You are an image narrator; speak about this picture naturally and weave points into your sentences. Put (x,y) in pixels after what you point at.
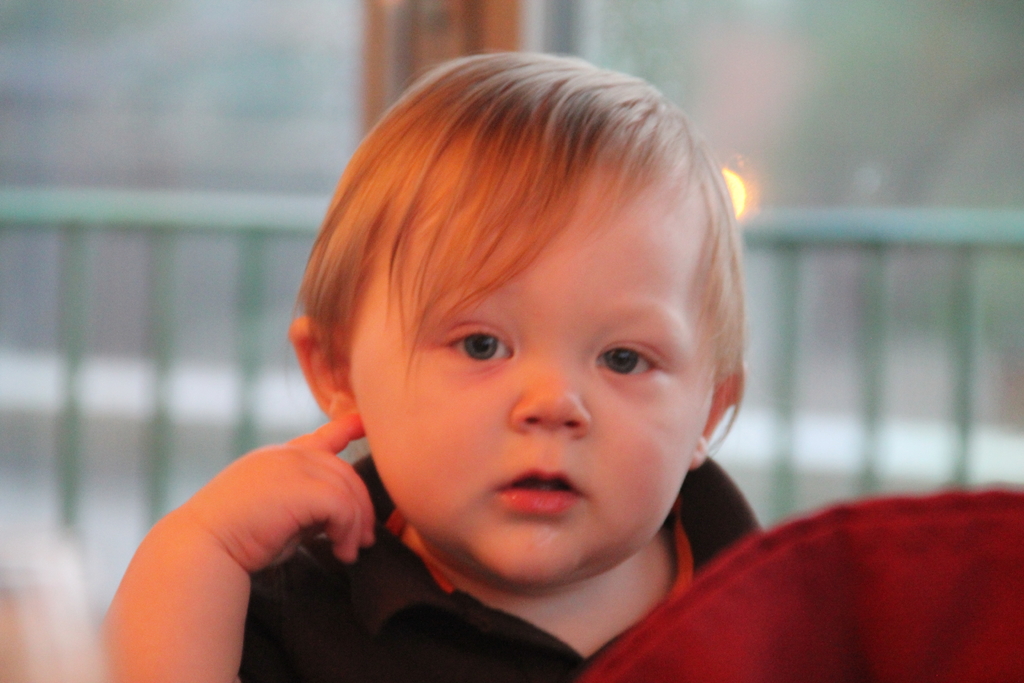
In this picture we can see a kid (559,415), in the background (880,260) we can find few metal rods (880,260).
